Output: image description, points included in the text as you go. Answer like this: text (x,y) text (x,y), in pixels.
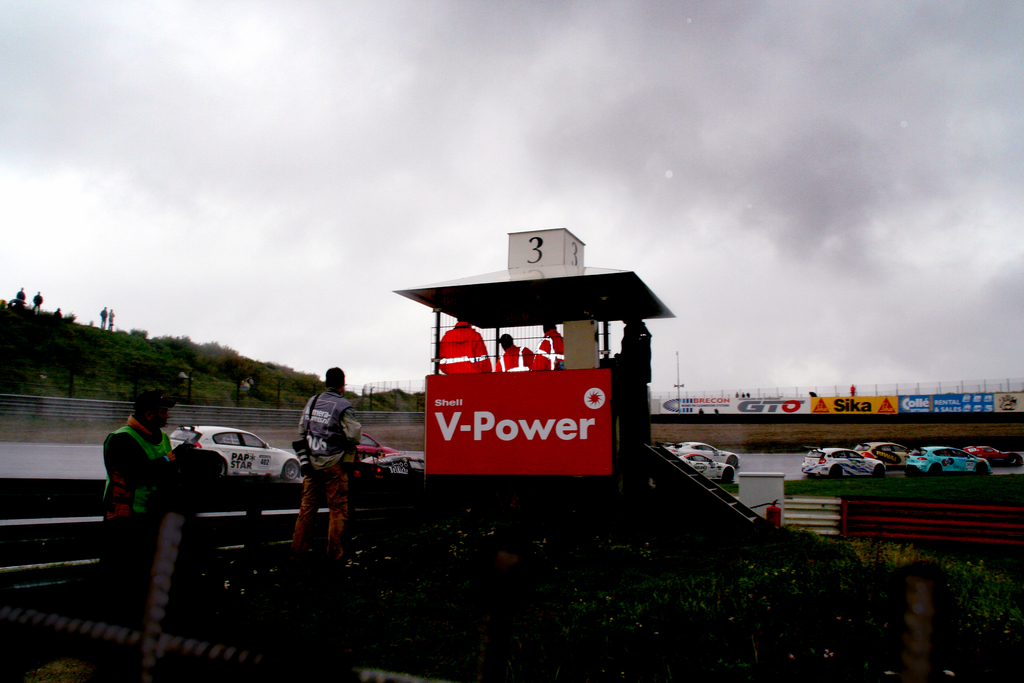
On the left (125,439) there are two persons (106,468) standing on the ground (614,517). In the middle (561,385) there is a small room (565,366) and few persons (544,366) are standing in this room (534,370). In the background (383,353) there are vehicles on the road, hoardings (681,408), fence (929,393), poles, trees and clouds (72,293) in the sky (557,181). On the right (838,607) there is grass (775,613) and some other objects (756,512).
